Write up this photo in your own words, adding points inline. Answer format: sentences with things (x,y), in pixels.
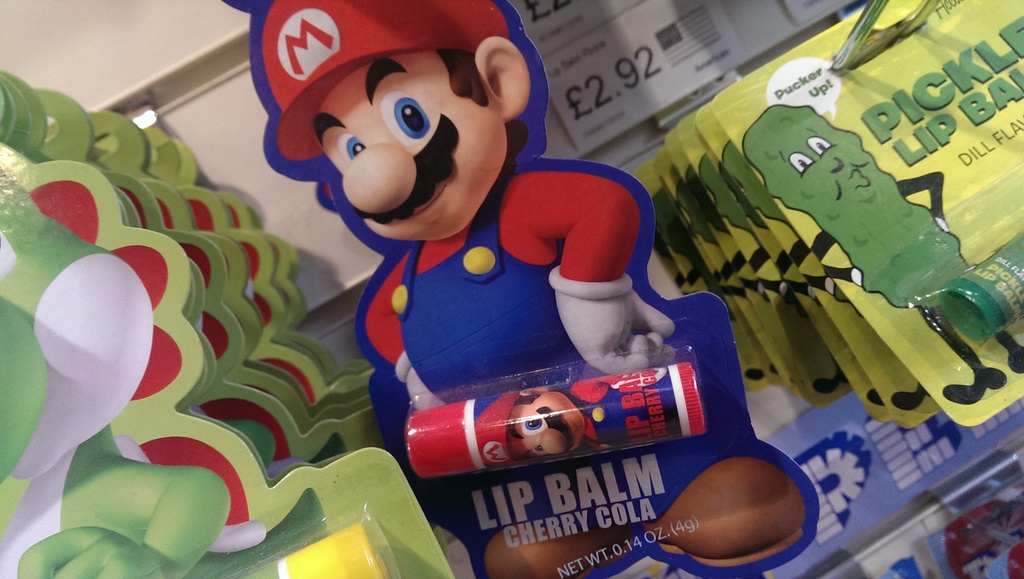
In this image, I can see the lip balms (684,379), which are attached to the cartoon boards (518,247). These look like the price tags (652,80), which is attached to the wall (557,124).
